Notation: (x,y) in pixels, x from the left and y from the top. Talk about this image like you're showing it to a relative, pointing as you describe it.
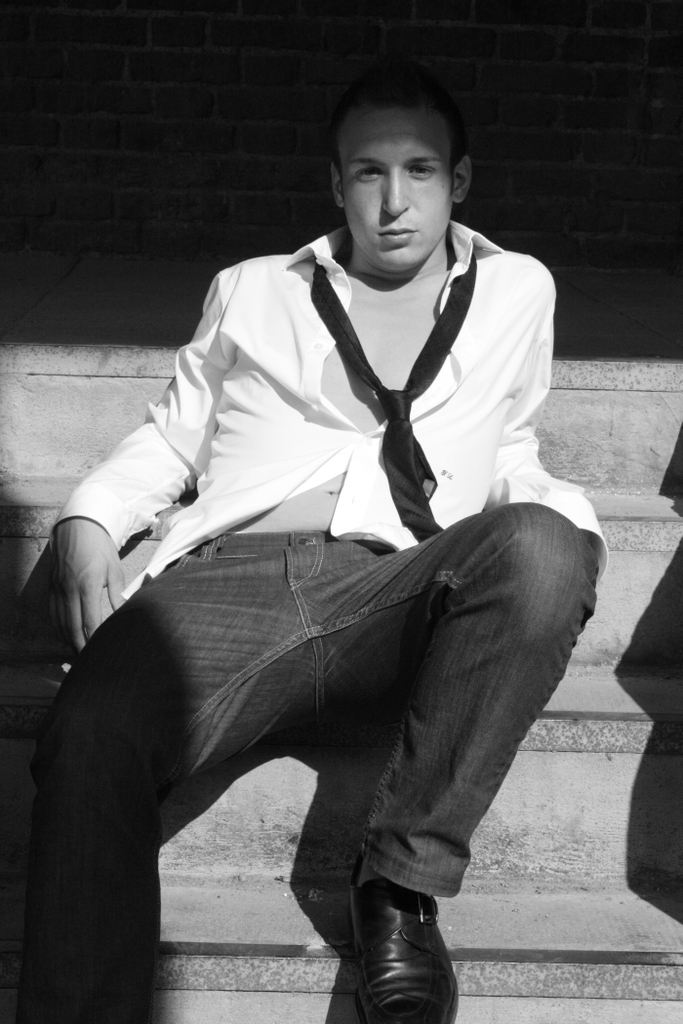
In this image I can see the person (252,656) sitting on the stairs (509,770) and the image is in black and white.
